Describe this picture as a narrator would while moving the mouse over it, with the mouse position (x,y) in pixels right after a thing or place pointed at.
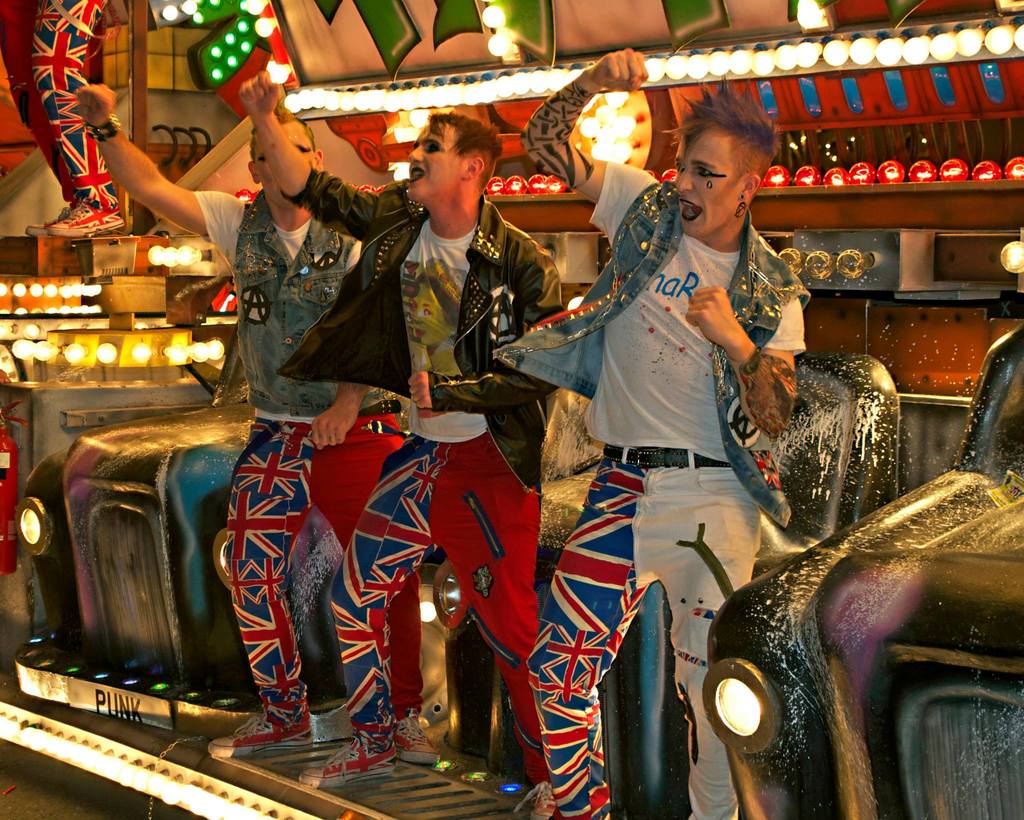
In this picture I see 3 men (437,283) in front (479,283) who are standing and I see that they're wearing costumes (492,313) and in the background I see the lights (1010,172) and I see a person (88,166) on the top left corner (54,116).
